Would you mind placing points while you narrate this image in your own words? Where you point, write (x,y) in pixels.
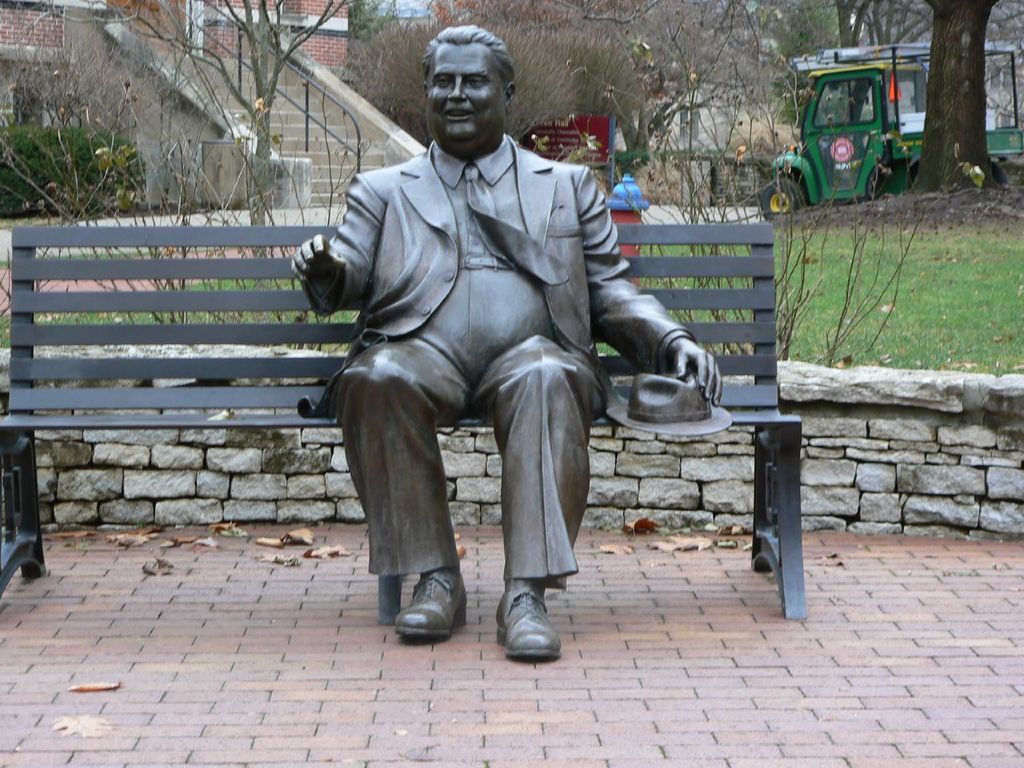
In this image I can see a sculpture of a man (342,388) is sitting on a bench (211,302). In the background (783,167) I can see a vehicle (797,161) and number of trees (800,53).
